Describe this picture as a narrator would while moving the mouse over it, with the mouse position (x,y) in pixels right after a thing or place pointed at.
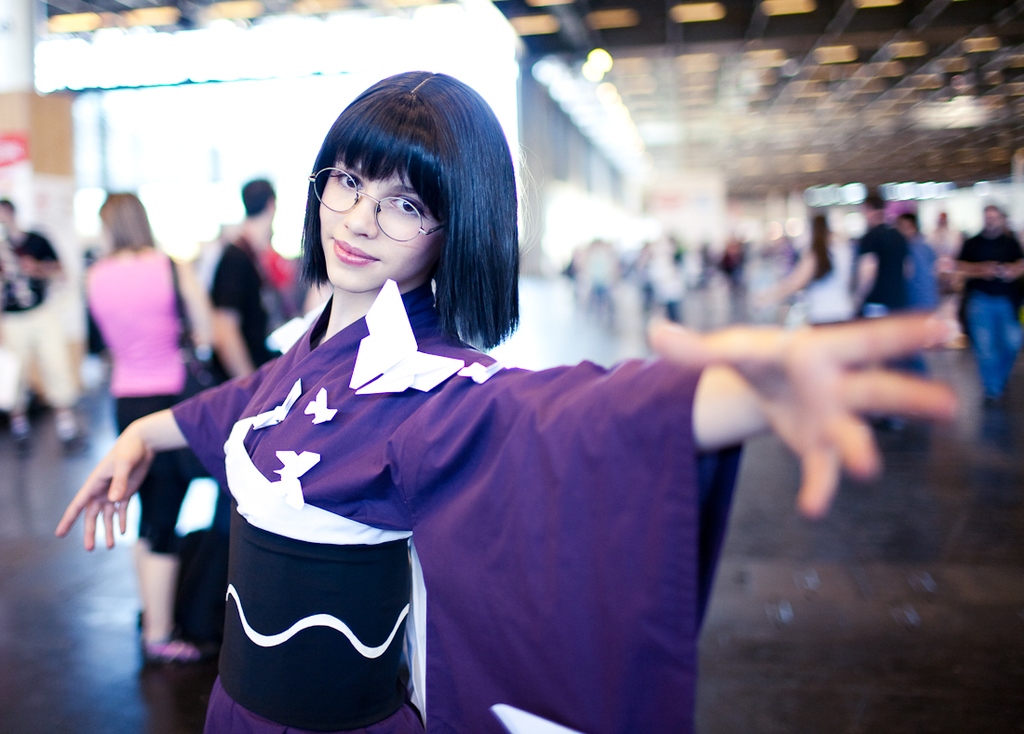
In the image we can see a woman (413,562) standing, wearing clothes (426,477) and spectacles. Behind her, there are other people (668,303) standing and some of them are walking and the background (786,155) is blurred.
